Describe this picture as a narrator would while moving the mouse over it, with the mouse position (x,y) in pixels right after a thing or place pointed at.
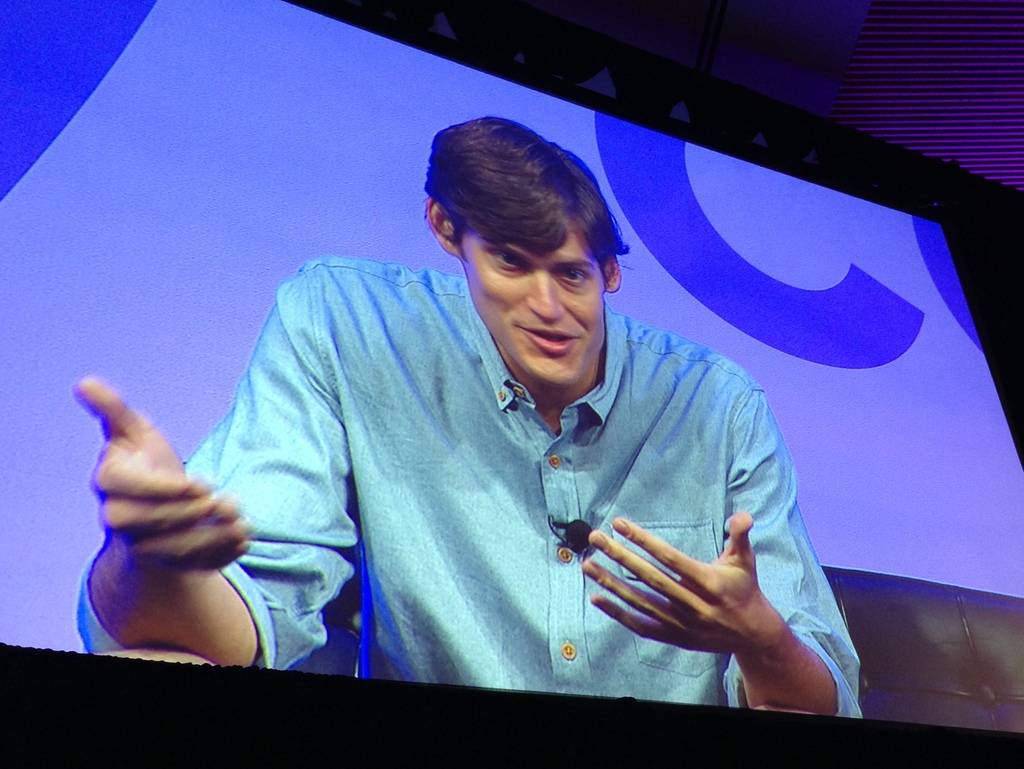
In the foreground of this image (872,346), there is a screen (344,254) and in which a man (479,549) is sitting on the couch (915,678). On the top (793,62) and bottom, it is dark.
